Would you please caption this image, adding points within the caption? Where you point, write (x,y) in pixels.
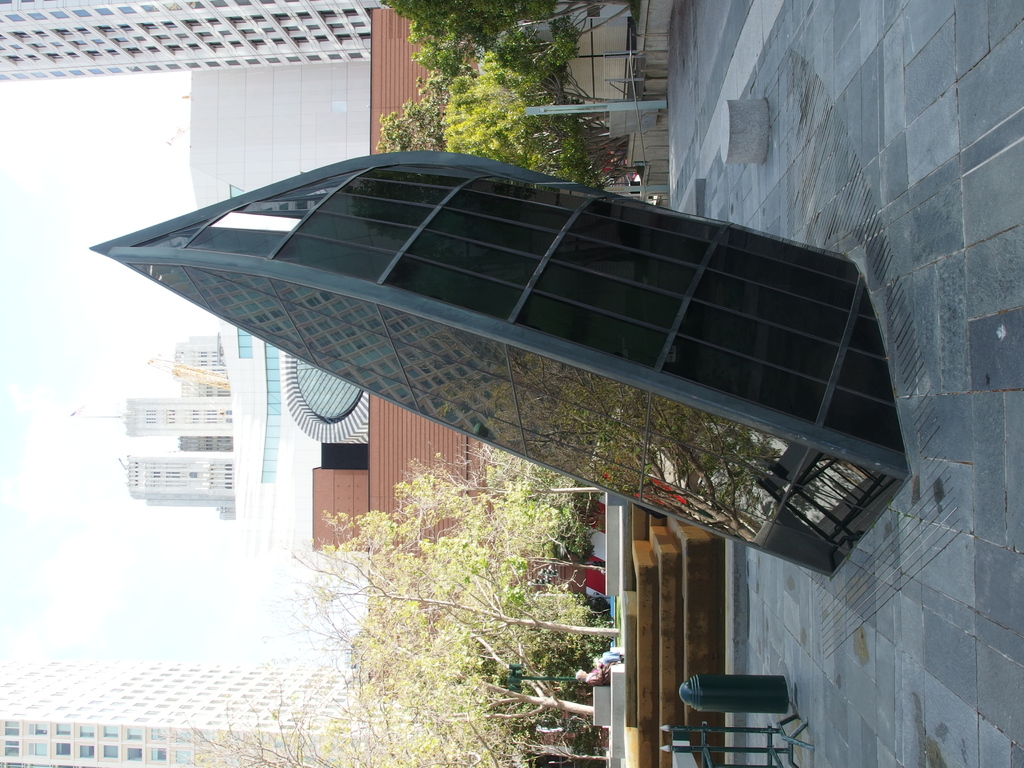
In this image we can see an architecture (373,291) with glass (259,242). Behind it trees (410,570), poles (578,111) and buildings (400,503) are there. Bottom of the image (786,726) metal things (755,698) and stairs (691,657) are present.
